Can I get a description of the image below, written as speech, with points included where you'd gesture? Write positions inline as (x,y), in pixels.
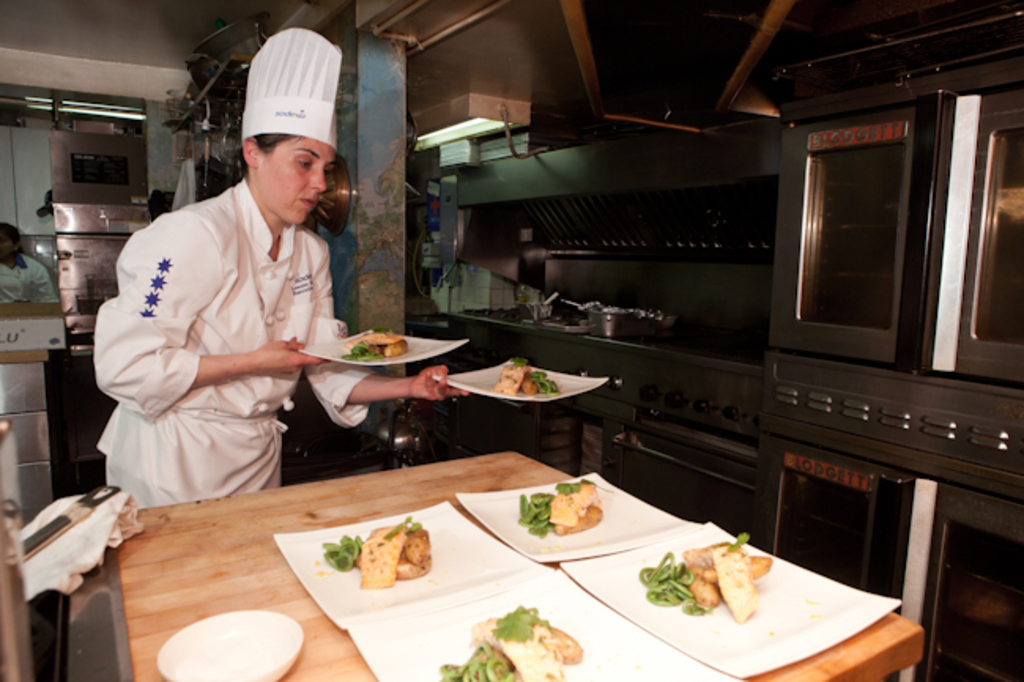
There is a woman (245,369) holding two plates (495,388) with her hands (441,373). This is a table (269,530). On the table (267,550) there are plates (435,619), bowl (253,641), and food (556,487). In the background (123,210) we can see stoves (762,338), ovens (891,186), lights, and a wall (31,151).
